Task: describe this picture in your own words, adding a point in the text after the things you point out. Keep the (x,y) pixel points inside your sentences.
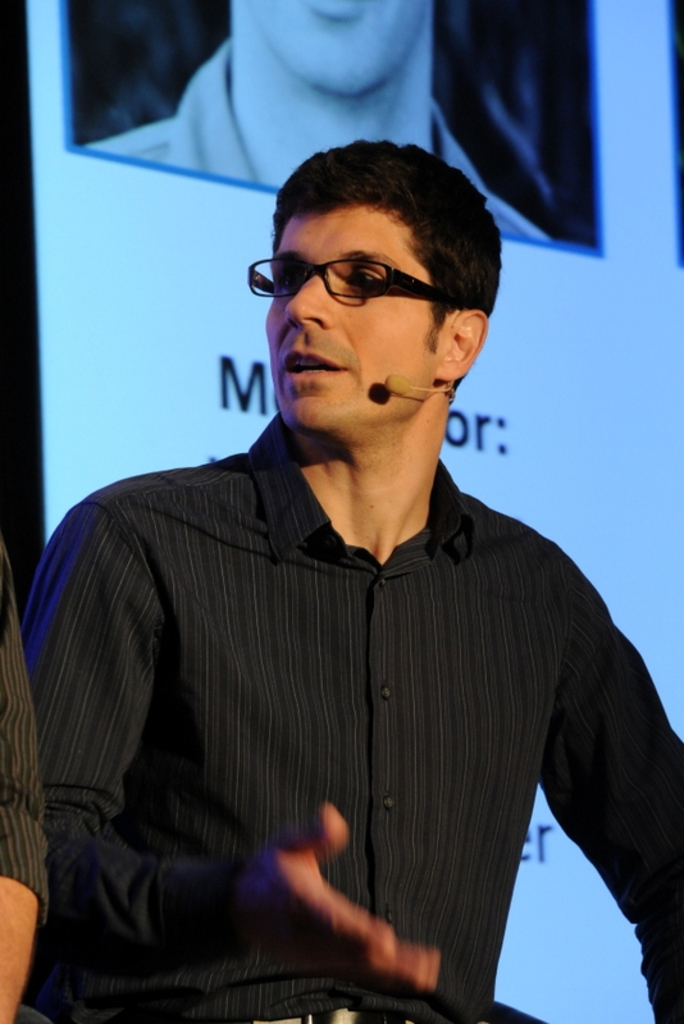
In this picture we can see a person (308,620) in the shirt (240,657) is explaining something and to the man (271,504) there is a microphone (404,381) and spectacles (282,281). Behind the man (183,702) it looks like a screen (575,400) and on the left side of the man (117,793) there is a person hand (2,920).
